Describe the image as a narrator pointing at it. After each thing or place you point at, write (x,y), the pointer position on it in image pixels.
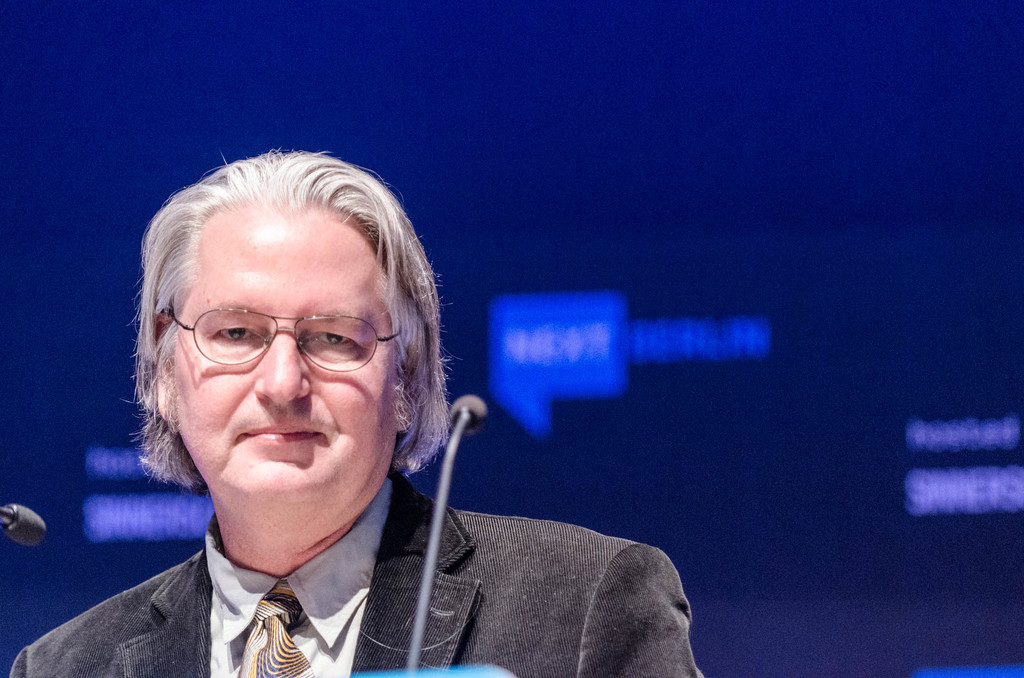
In this image, we can see a person (312,604) in a suit (143,649) is smiling and wearing glasses (222,345). Here we can see microphones (457,423). Background (486,389) there is a screen (729,393). We can see few icons (123,524).
